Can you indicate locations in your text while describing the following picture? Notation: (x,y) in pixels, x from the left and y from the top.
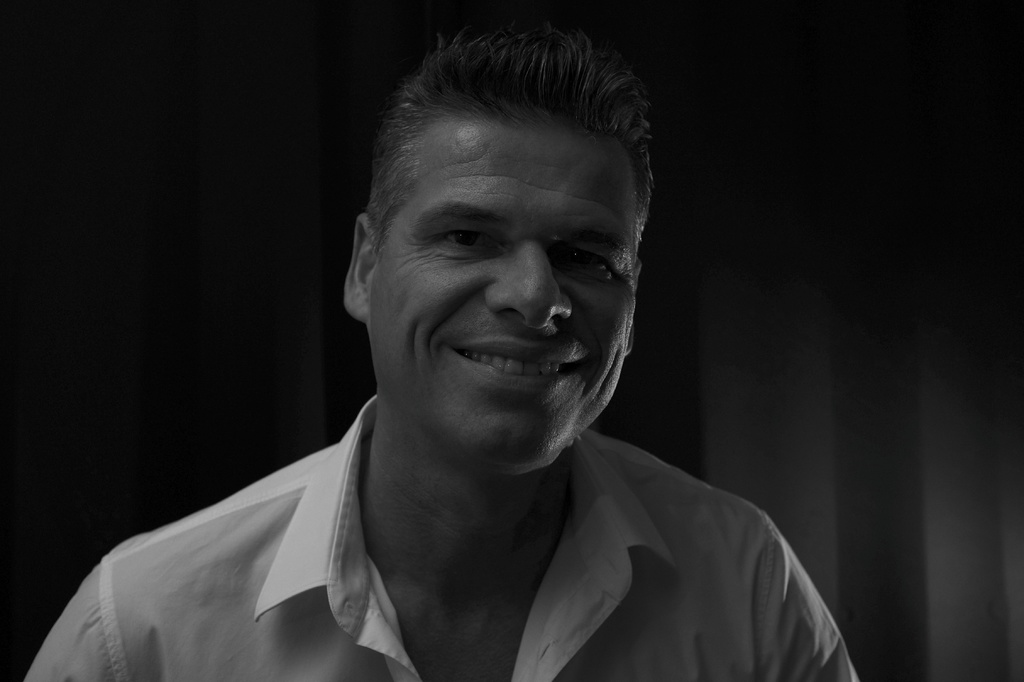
In this picture I can see a person (513,327) with a smile (507,339).
